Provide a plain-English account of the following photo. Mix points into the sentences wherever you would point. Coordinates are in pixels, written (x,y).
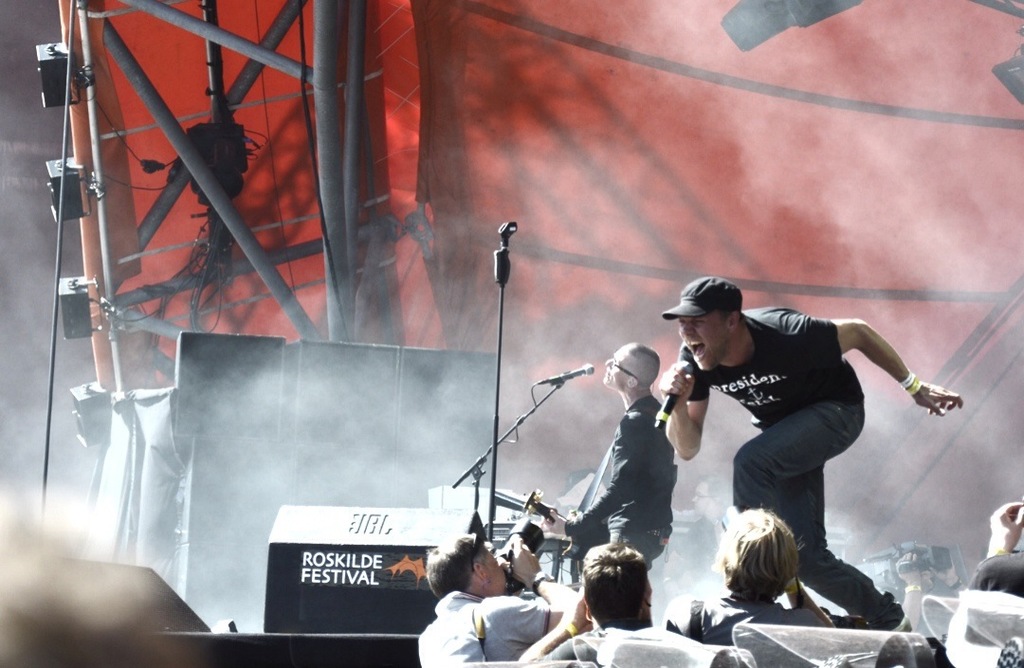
In this picture I can see group of people (790,371), there are two persons (818,387) on the stage (327,662), there are mike's stands (509,230), there is a person (777,365) holding a mike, there is a person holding a camera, there are musical instruments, focus lights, cables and there are some objects (379,411).
